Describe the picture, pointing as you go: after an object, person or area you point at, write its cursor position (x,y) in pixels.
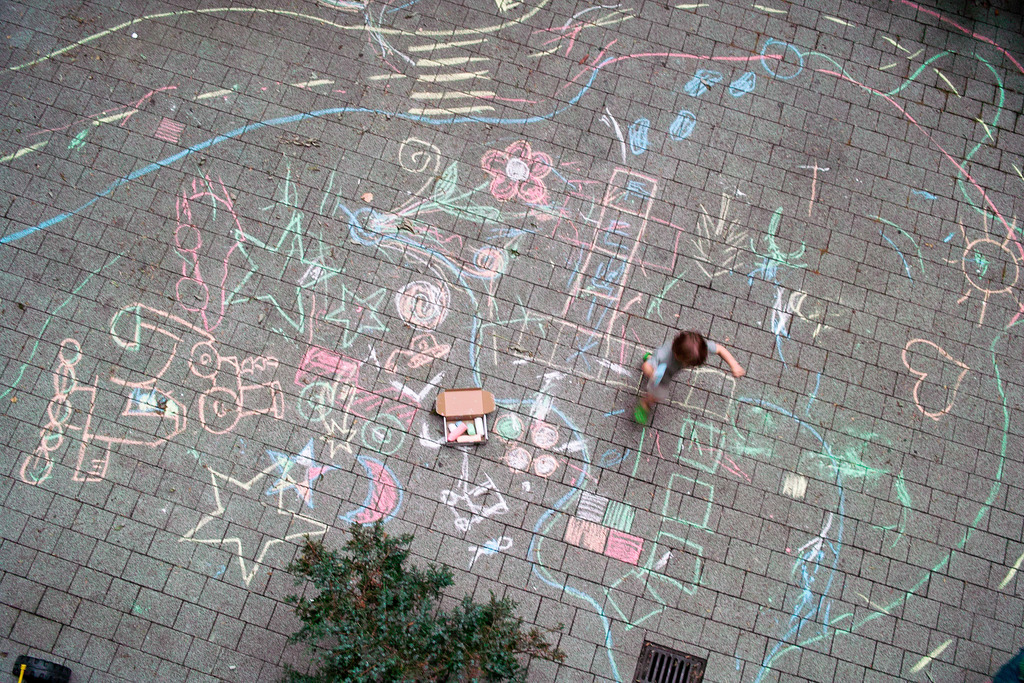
In this image we can see a boy (689,354). We can also see the drawing (473,490) on the surface (457,330) with the chalk pieces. Image also consists of a tyre (18,663), plant (384,607) and also the manhole (686,663).
